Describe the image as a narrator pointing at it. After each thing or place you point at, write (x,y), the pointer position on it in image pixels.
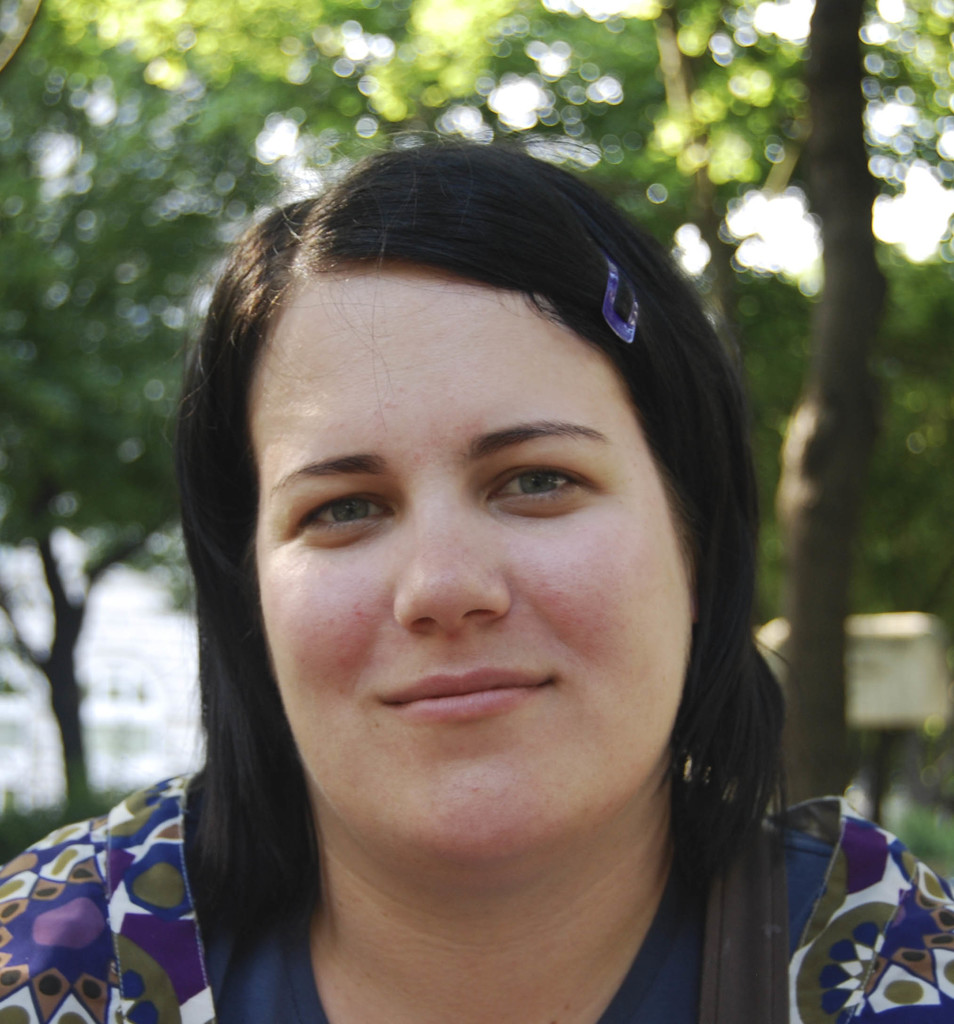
In this image, we can see a woman (552,881) wearing blue color dress (824,962). In the background (715,166), we can see trees (827,229).
